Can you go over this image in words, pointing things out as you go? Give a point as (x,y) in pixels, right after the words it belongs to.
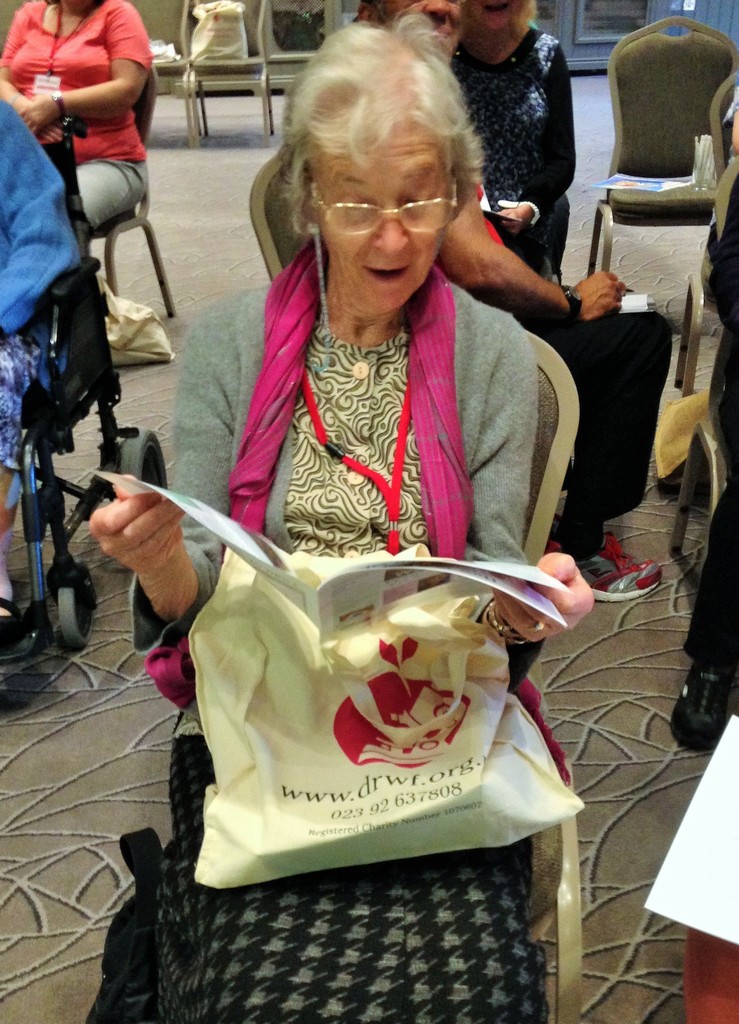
In this image we can see a woman (431,362) is sitting on a chair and holding a book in her hands (181,586) and there is a bag (295,759) on her thighs (247,959). In the background (18,163) we can see few persons (123,187) are sitting on the chairs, bags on the floor (39,944), bags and papers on the chairs (631,139). In the background (312,22) we can see objects (309,31).
